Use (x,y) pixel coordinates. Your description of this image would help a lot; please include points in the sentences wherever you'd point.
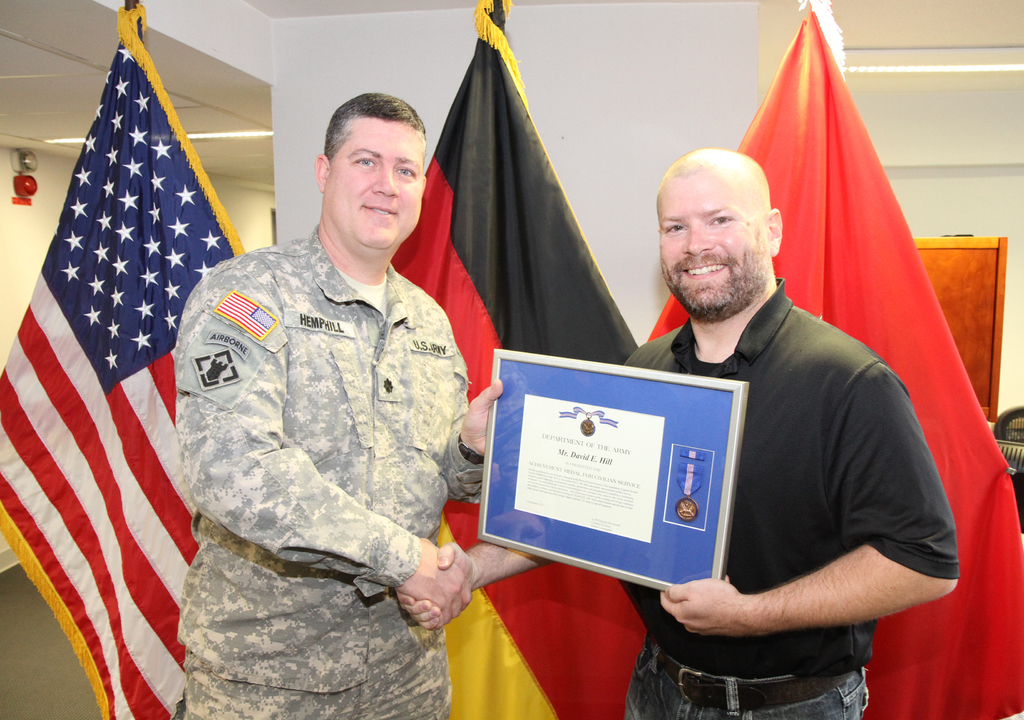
In this image there are two persons (694,368) standing, they are holding an object (611,495), there are flags (141,279) behind the persons (810,545), there is a wall (561,110), there is a roof (204,115), there are lights (222,134) on the roof (231,127), there is an object (23,180) on the wall (40,171), there are objects (986,344) truncated towards the right of the image (993,327).
